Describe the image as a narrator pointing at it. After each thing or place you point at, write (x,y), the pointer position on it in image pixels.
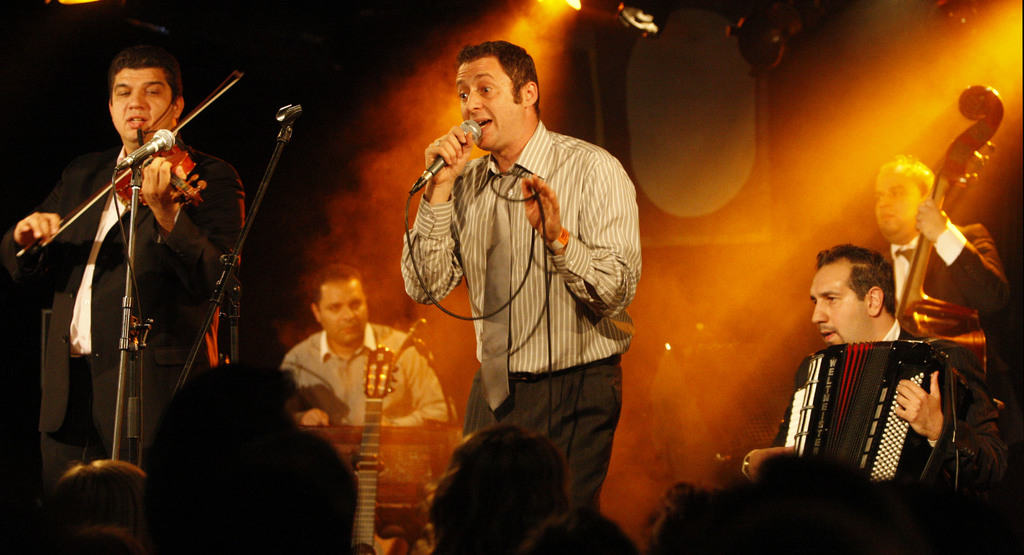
The person (568,343) wearing black pant (565,390) is singing in front of a mic (478,133) and there are group of persons (138,236) behind him playing music and there are audience (435,498) in front of them.
